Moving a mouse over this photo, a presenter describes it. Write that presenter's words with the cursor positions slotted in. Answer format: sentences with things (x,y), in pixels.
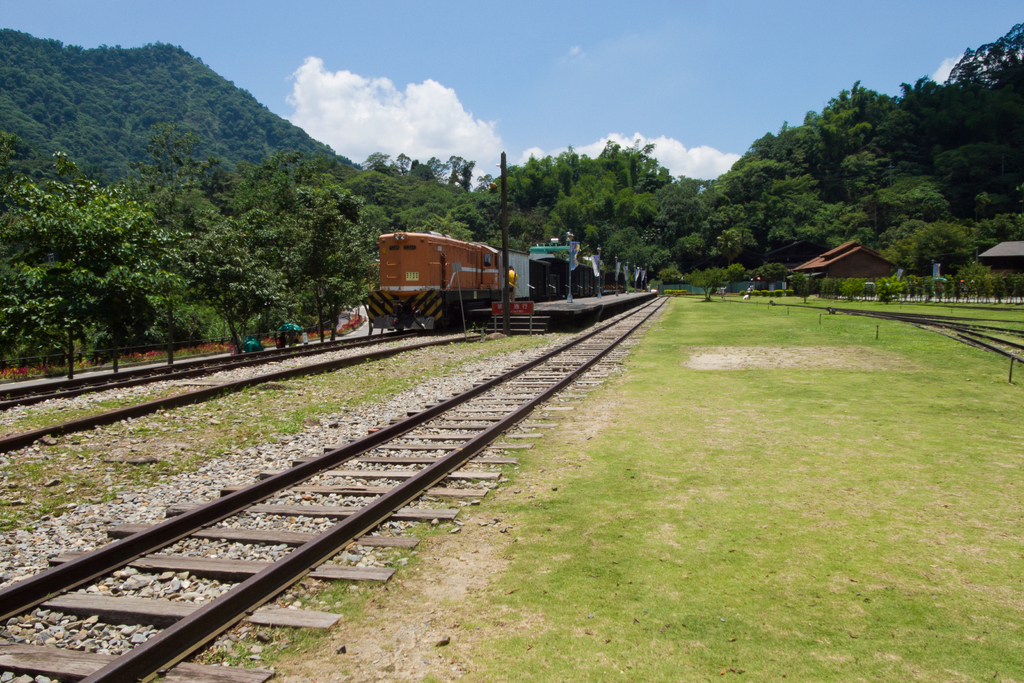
In this image I can see few railway tracks (428,474) and on it I can see train (438,286). I can also see grass (830,482), number of trees (612,217), platform (601,296), clouds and the sky (604,77) in background (531,71).
